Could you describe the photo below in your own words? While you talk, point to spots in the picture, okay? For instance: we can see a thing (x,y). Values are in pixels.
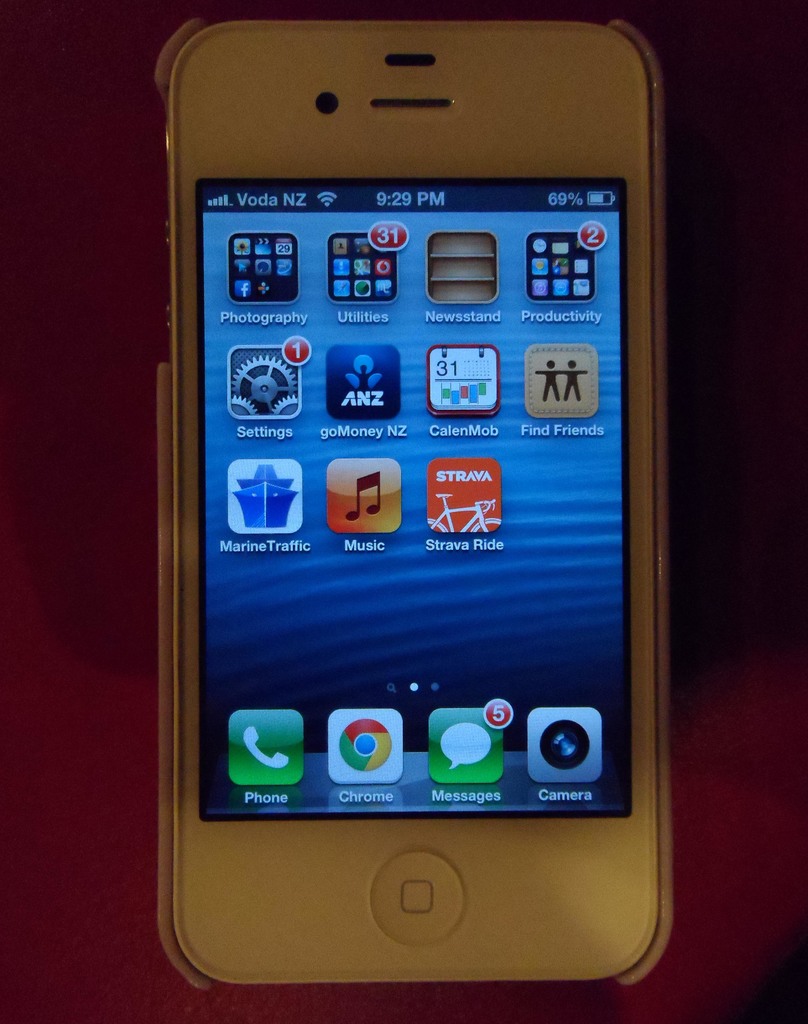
In this image we can see mobile phone (354,545) placed on the table (737,739).
